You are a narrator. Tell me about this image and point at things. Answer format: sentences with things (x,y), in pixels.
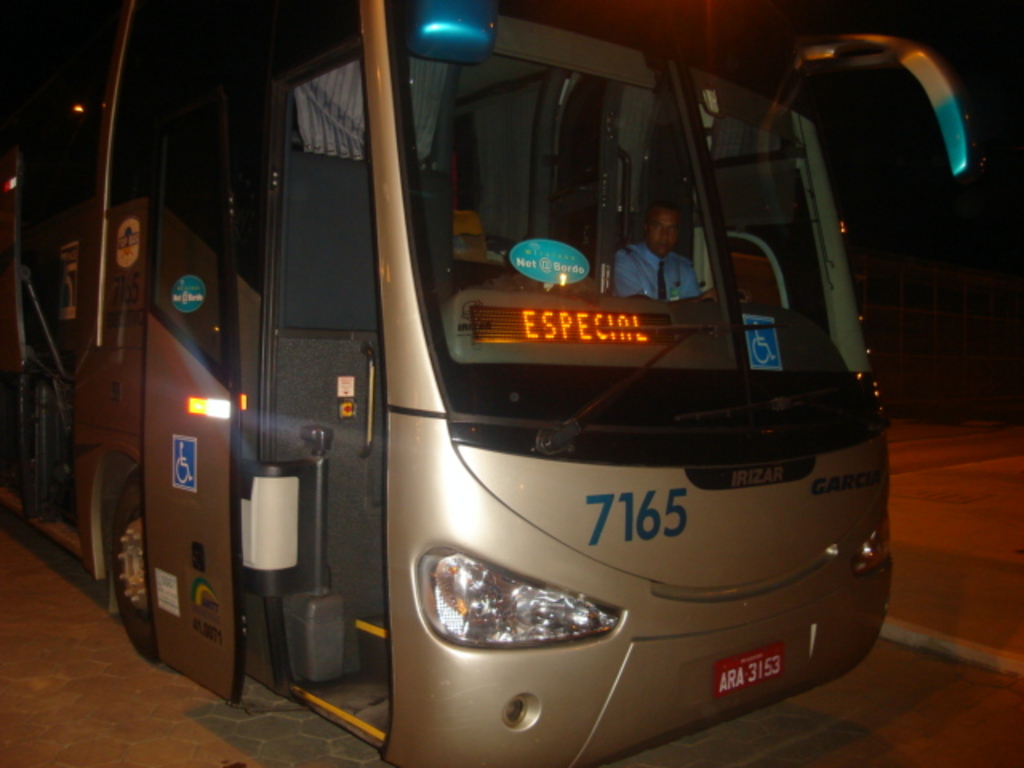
This image consists of a bus (542,399). In which we can see a man (649,292) sitting. At the bottom (241,724), there is a road (911,693).
